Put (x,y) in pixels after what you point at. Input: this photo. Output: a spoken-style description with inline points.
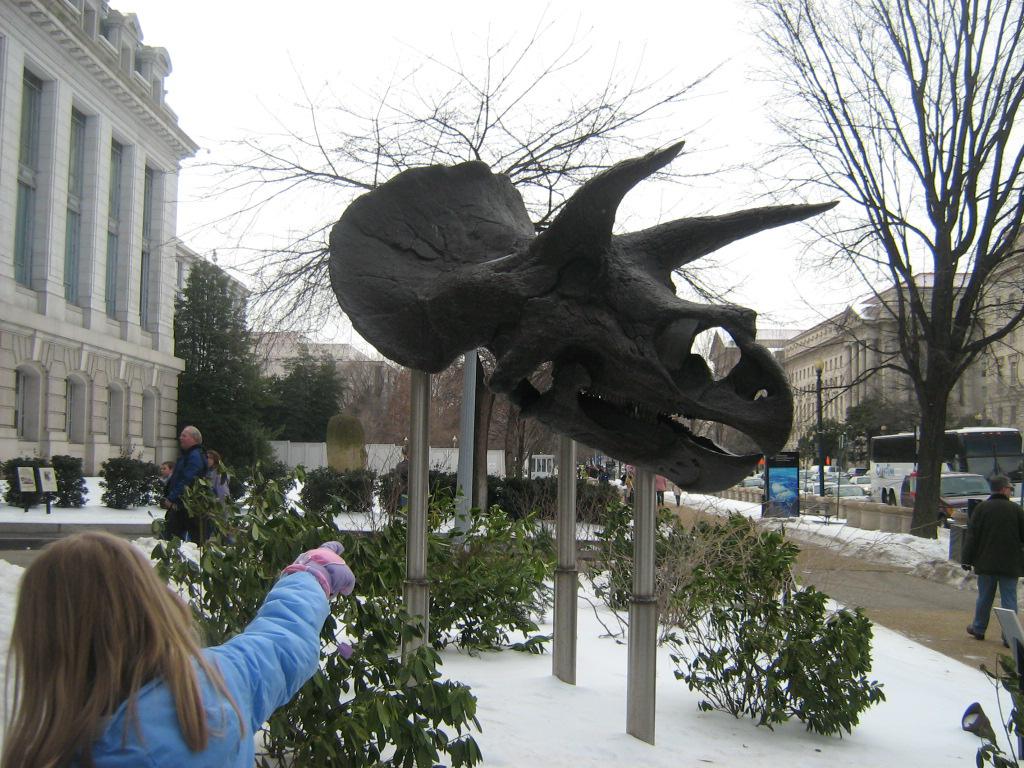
In this image in the middle (383,272) we can see a sculpture of an animal (351,240) and at the bottom (145,757) we can see a person (35,684) and there are some plants (355,728), trees (219,273). Building (804,409) on the right side (997,297).
